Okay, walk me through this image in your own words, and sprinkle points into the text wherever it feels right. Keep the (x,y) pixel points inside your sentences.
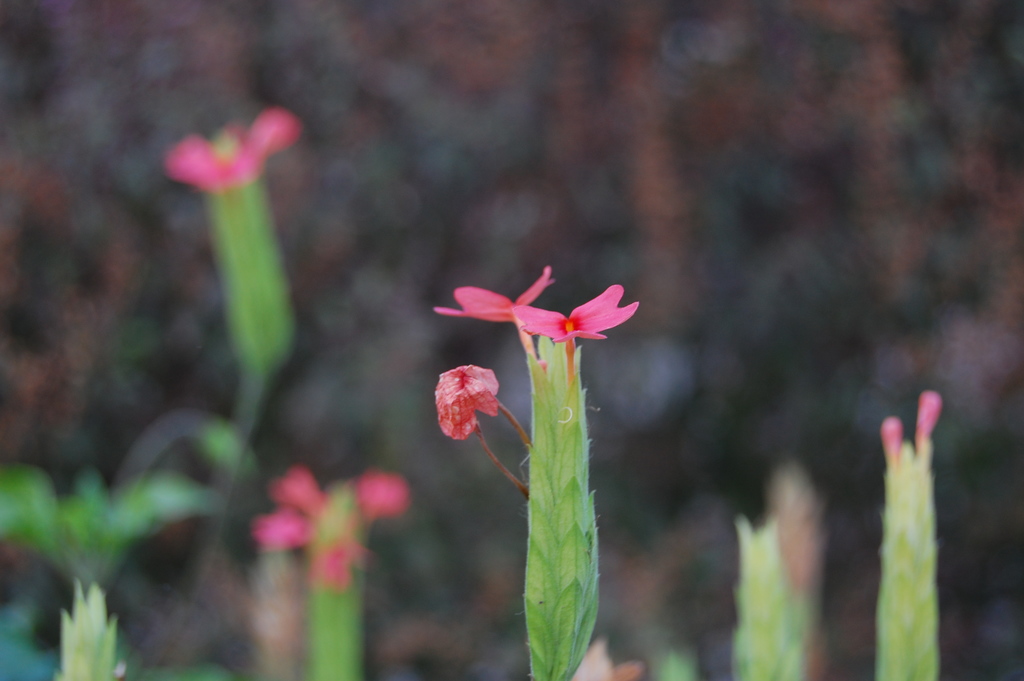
In this image we can see some flowers (539,314) which are of pink color.
